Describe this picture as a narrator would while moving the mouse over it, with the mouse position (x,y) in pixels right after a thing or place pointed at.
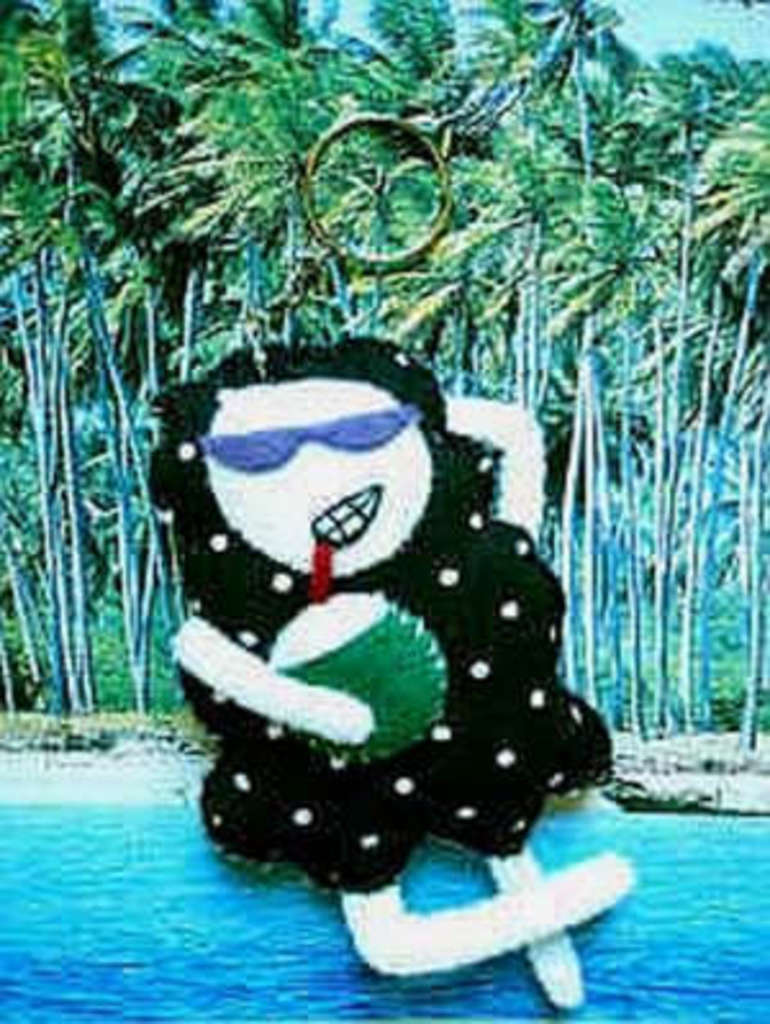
This is an edited image in this image there is a keychain (256,438), in the background (38,865) there are trees (644,435) and a river (336,1017).
